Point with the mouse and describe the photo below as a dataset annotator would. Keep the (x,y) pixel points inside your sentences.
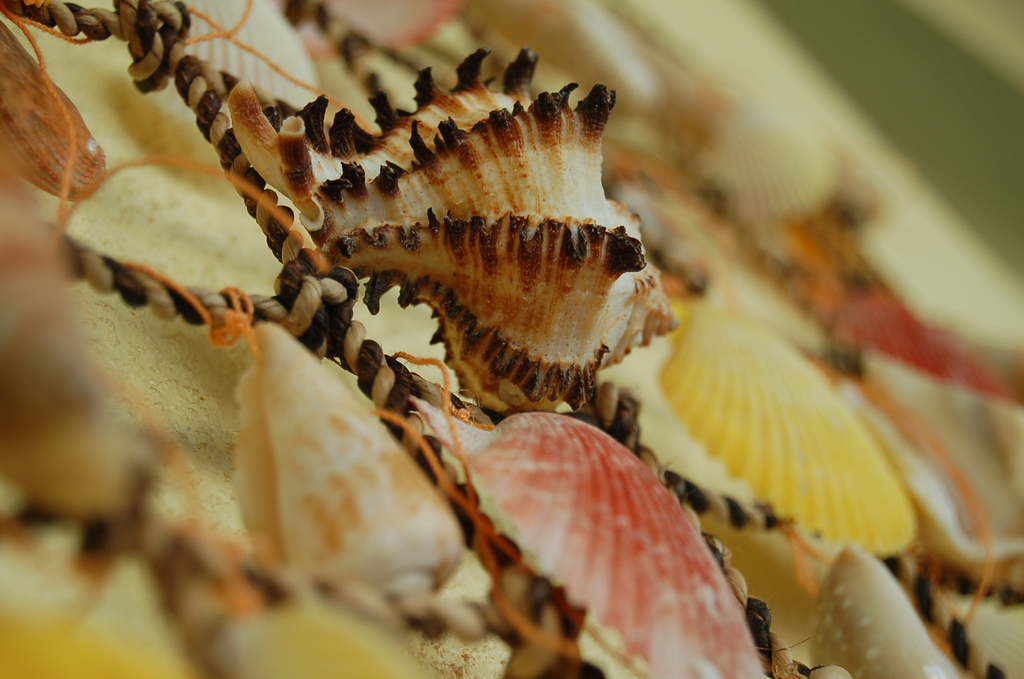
In this picture I can see few seashells (357,665) to the ropes (162,30).
